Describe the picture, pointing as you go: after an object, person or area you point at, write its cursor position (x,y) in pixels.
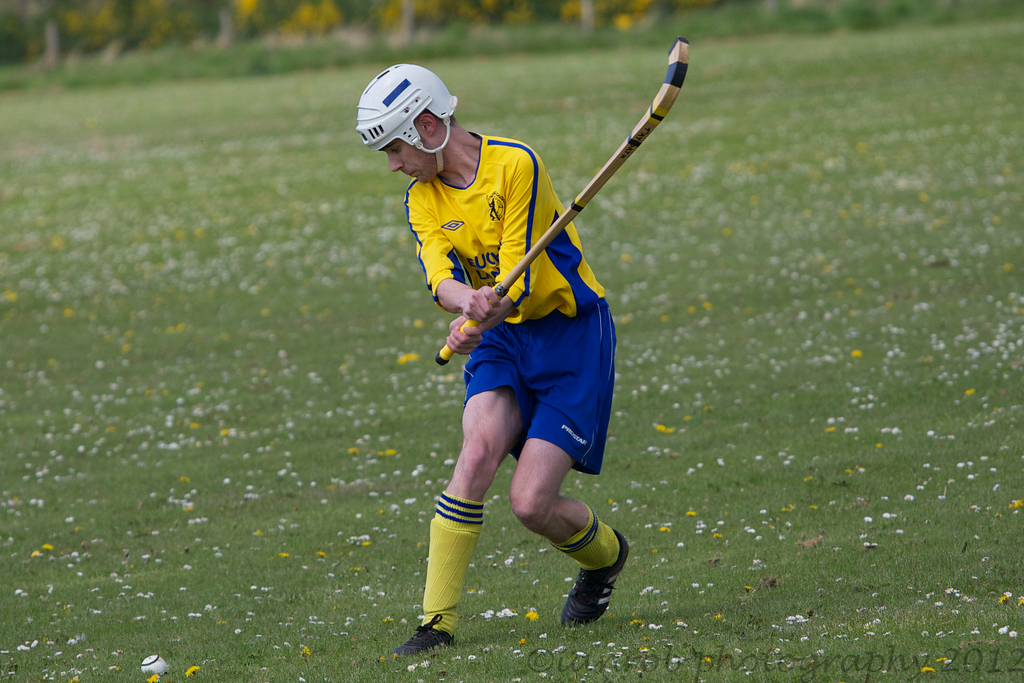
In this picture we can see a man (493,241) in the jersey (510,247). He is holding a hockey stick (676,91) and on the grass (128,647) there is a ball (162,660). Behind the man (453,204) there is the blurred background (734,7). On the image there is a watermark (947,650).
